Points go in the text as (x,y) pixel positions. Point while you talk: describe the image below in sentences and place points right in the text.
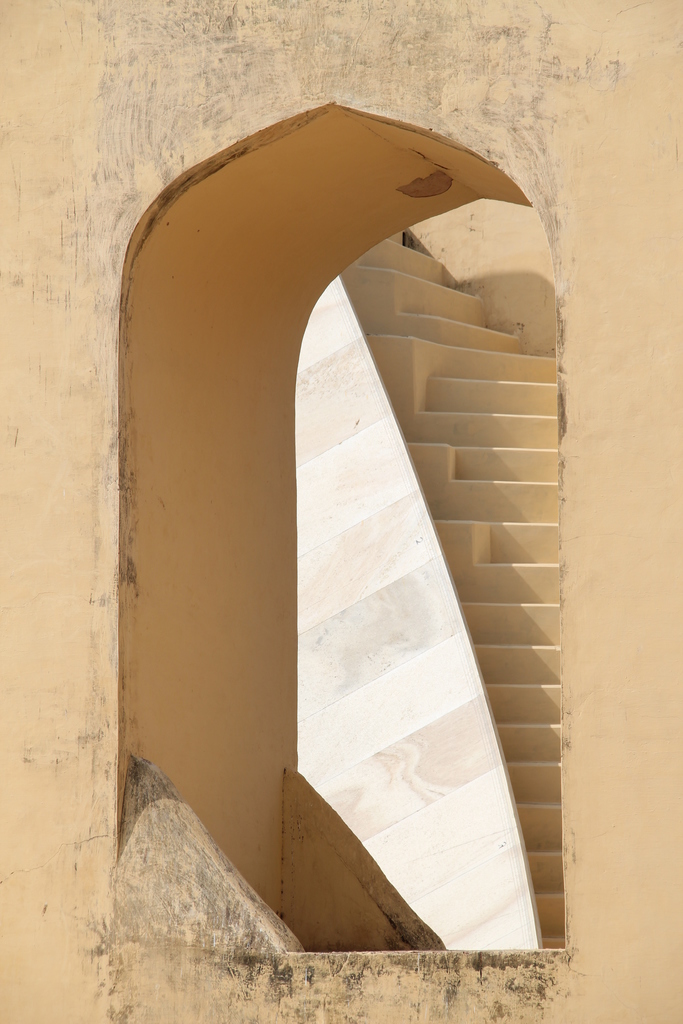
In this picture we can see a wall (312,136), in the background (468,414) we can see some stairs (502,568).
